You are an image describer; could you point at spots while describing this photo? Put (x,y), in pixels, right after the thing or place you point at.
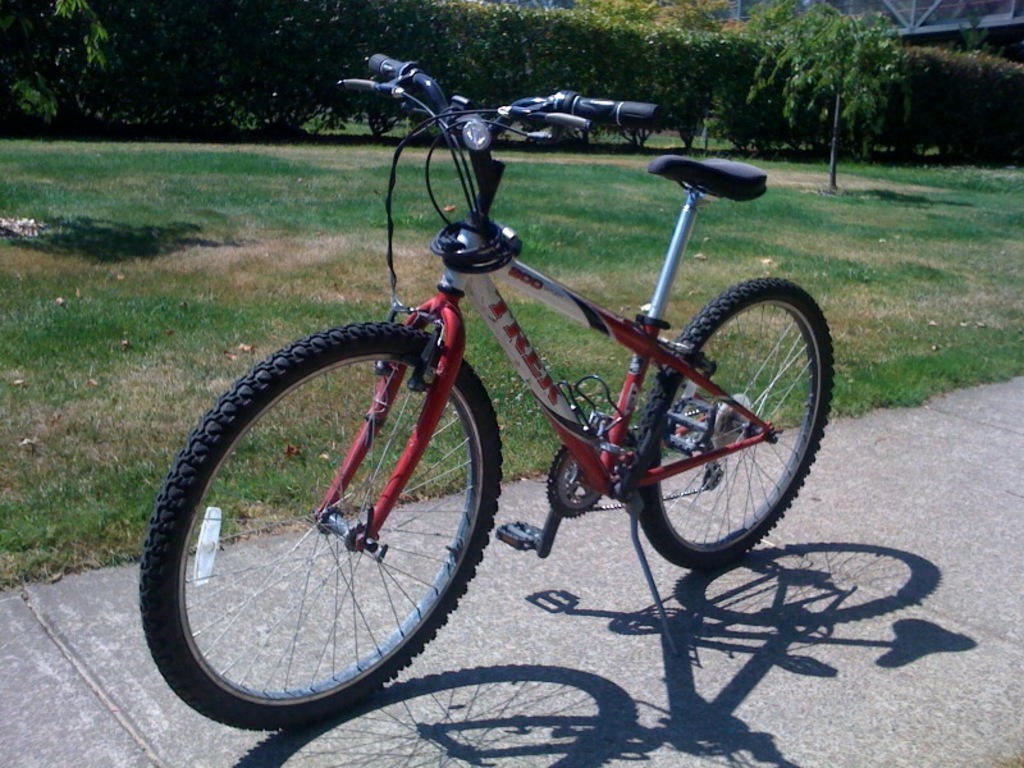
Here we see a bicycle (436,91) on the sidewalk (121,752) and left to it we can see some trees (795,9).
